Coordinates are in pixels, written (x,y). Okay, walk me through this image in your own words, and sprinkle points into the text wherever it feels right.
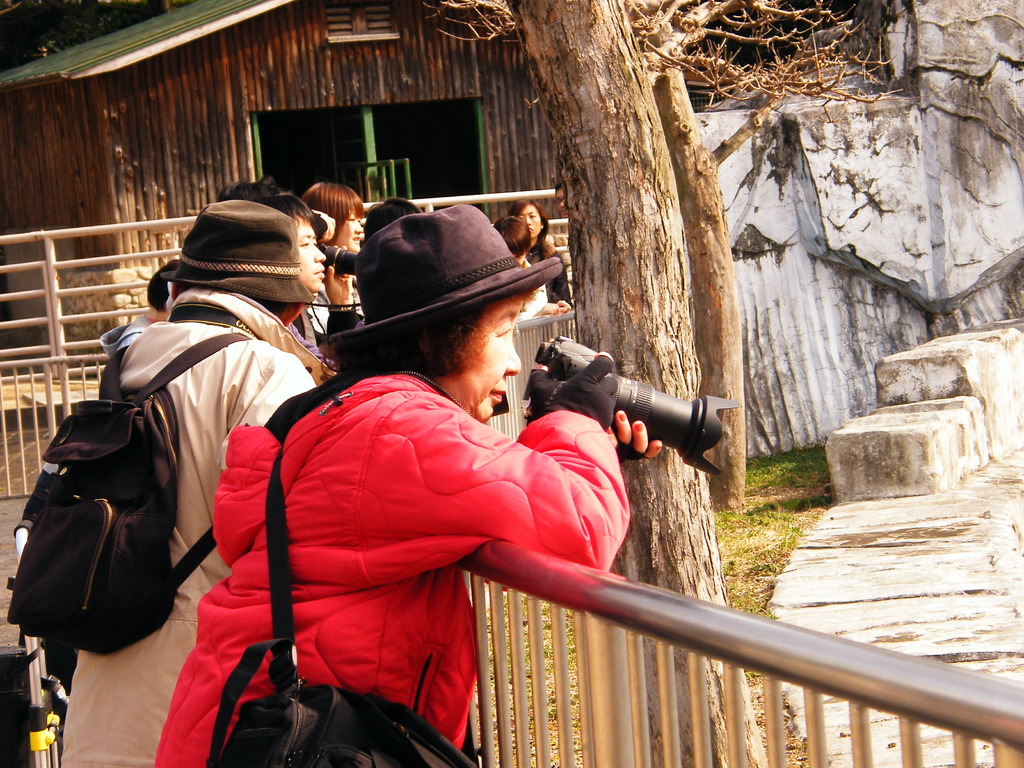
In this image there are people (377,325) leaning on a railing (581,601) and taking pictures with cameras (569,368), in the background (653,262) there are trees (640,175), rocks (749,310), the house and a railing (22,263).
